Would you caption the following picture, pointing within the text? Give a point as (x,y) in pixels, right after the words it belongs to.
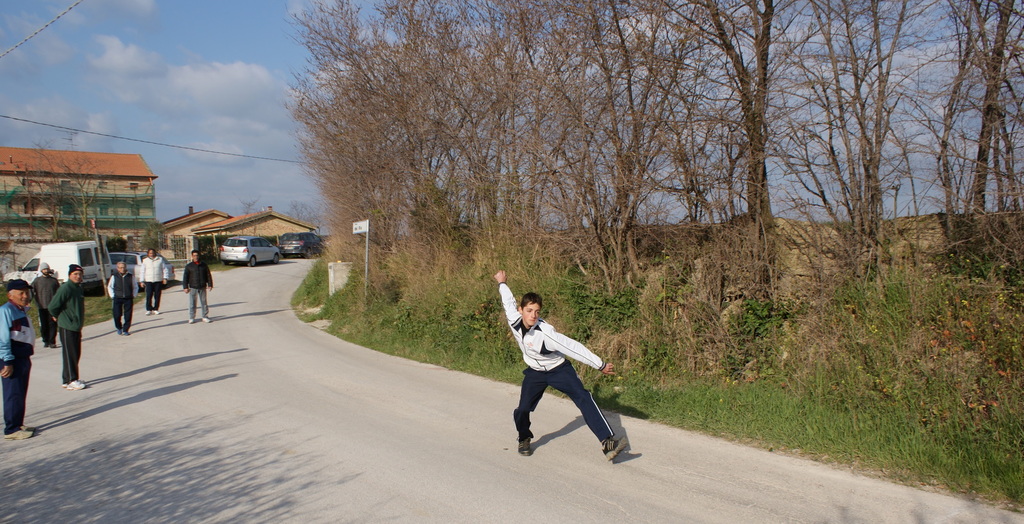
There are few persons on the road (304,442). Here we can see vehicles (274,259), poles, boards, grass (704,397), plants (742,349), trees (629,265), and houses (15,168). In the background (174,165) there is sky (235,79) with clouds (243,149).
